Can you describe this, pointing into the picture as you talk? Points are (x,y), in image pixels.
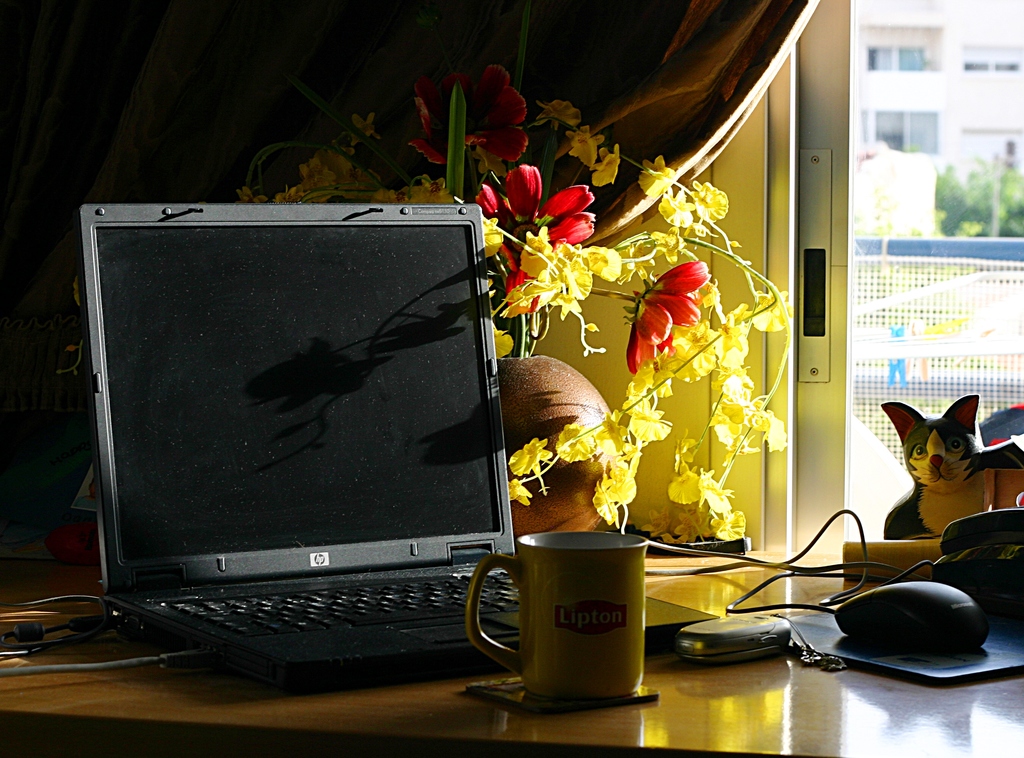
In this image there is a laptop (119,541), cup (626,626), mobile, phone (966,588), mouse (941,646), mouse pad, toys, a flower vase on the table (941,707), and in the background (848,117) there is a curtain (11,398), window (848,117), building (916,143), trees (970,213).
